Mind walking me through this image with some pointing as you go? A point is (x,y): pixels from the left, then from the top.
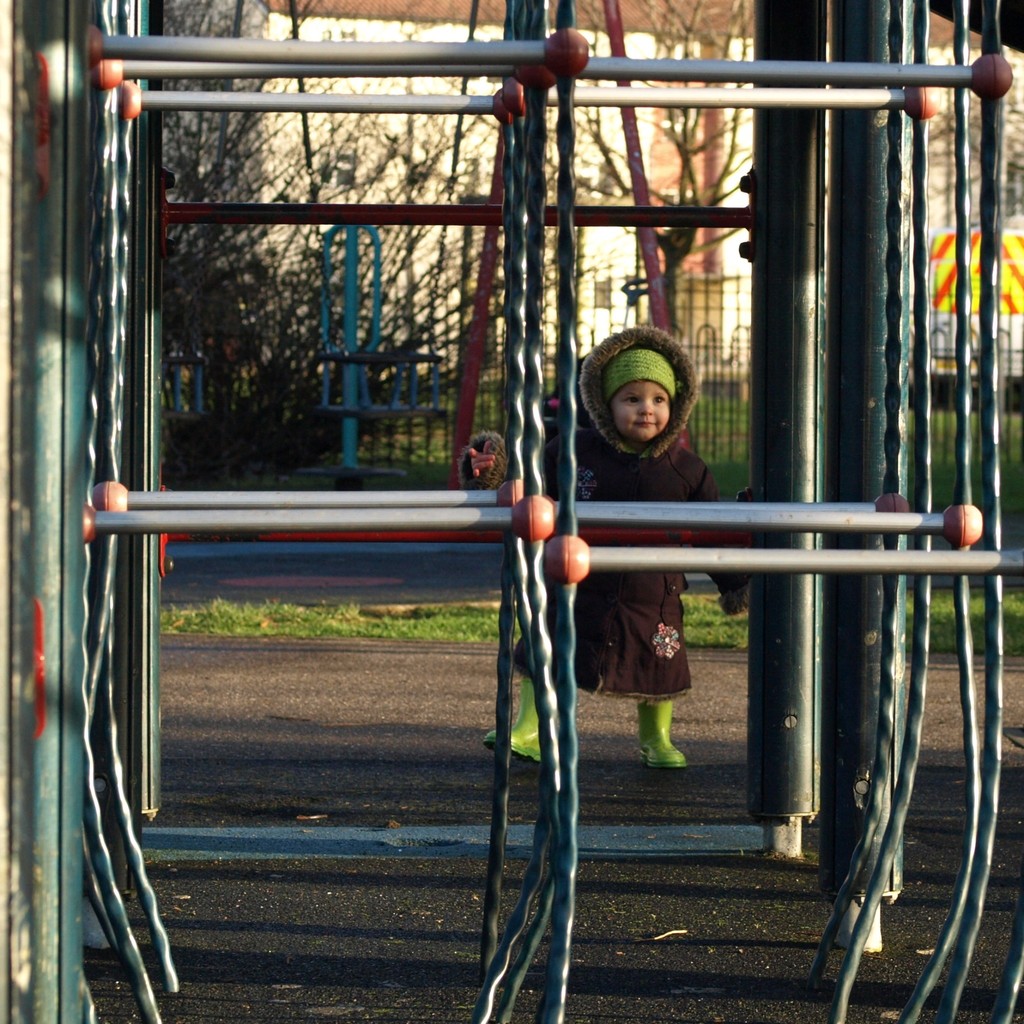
In this image we can see a kid (623,490). We can also see some rods (22,663), grass (233,624), road (454,813), fence (484,408), trees (261,377) and also the building (608,126) in the background (729,165).
